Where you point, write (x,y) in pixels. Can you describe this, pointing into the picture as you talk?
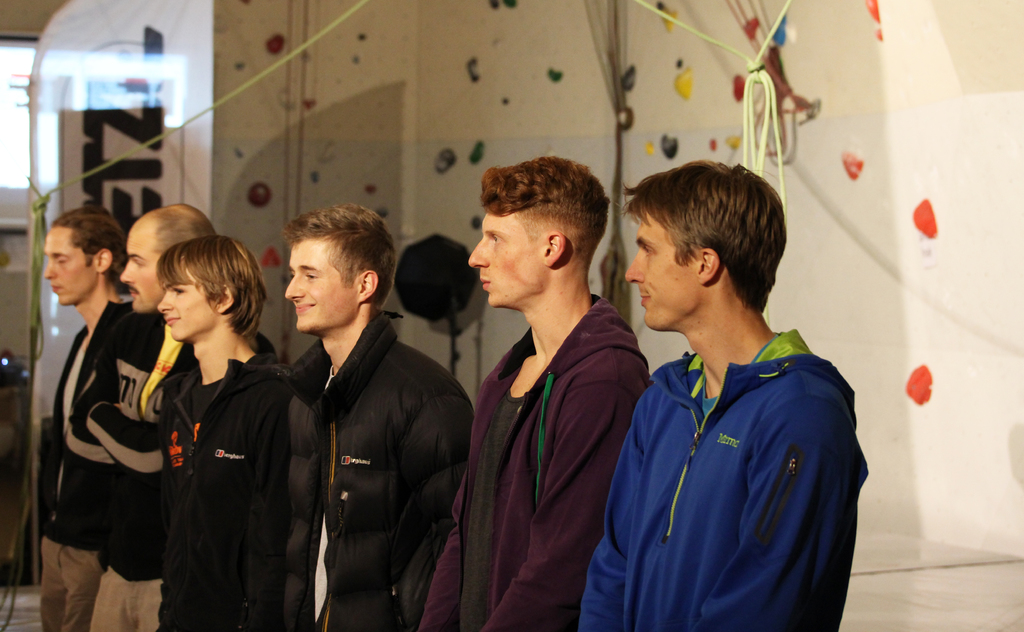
This image is taken indoors. In the background (331,143) there is a wall (259,144) and there are a few ropes (173,129). There is a board (109,133) with a text (98,145) on it. In the middle of the image (560,381) six men (211,388) are standing on the floor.
